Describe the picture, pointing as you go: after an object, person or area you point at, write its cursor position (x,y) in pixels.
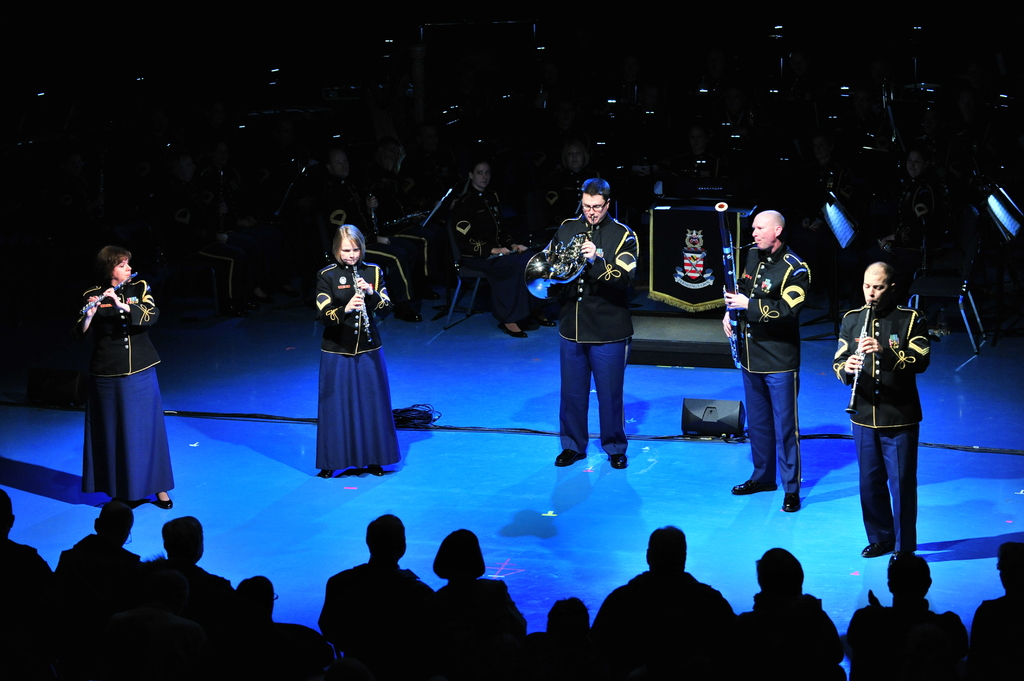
At the bottom of the picture (576,614) there are people (564,613). In the center of the picture (477,453) it is a stage (989,424), on stage (649,491) there is a band (360,453) playing some musical instruments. At the top (397,181) there are lights (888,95) might be people (377,247) sitting in chairs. In the center of the picture (493,429) there is the box (738,414) and there are cables (429,421).
